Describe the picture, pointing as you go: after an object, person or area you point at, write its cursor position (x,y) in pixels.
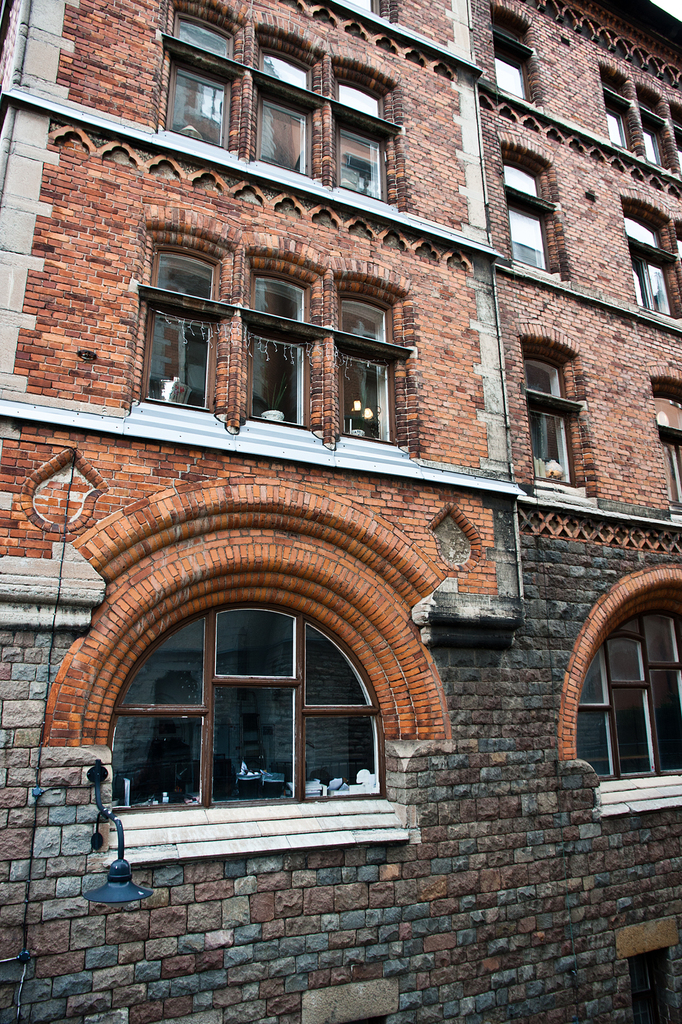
This is the front view of a building (167,629) where we can see glass windows (187,405).
